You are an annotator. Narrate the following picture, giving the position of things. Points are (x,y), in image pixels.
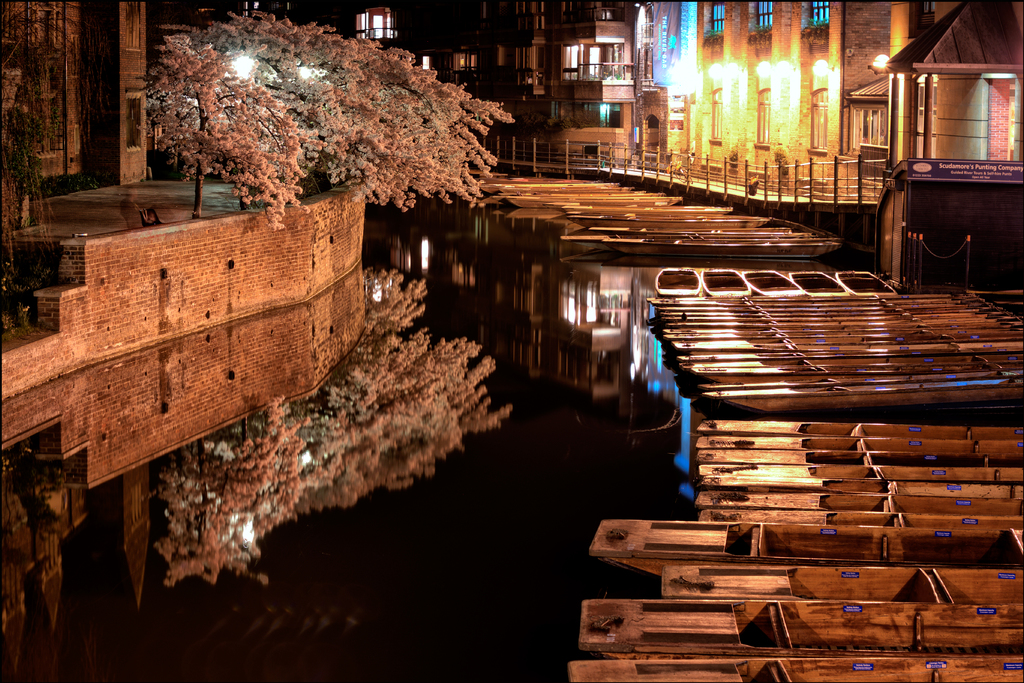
In this image there are buildings (668,75) truncated towards the top of the image (963,45), there is a buildings (967,74) truncated towards the right of the image (973,59), there is a building (98,106) truncated towards the left of the image (86,54), there are trees (336,106), there is a tree (26,151) truncated towards the left of the image (15,160), there is a wall (166,285) truncated towards the left of the image (105,315), there is water (412,377) truncated towards the bottom of the image (459,469), there are boats (709,309) on the water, there are boats (738,639) truncated towards the bottom of the image (829,652), there are boats (972,511) truncated towards the right of the image (967,339), there is a wall (980,227) truncated towards the right of the image (993,180), there is a board (1006,175) truncated towards the right of the image (976,178), there is text (955,172) on the board (969,172).
